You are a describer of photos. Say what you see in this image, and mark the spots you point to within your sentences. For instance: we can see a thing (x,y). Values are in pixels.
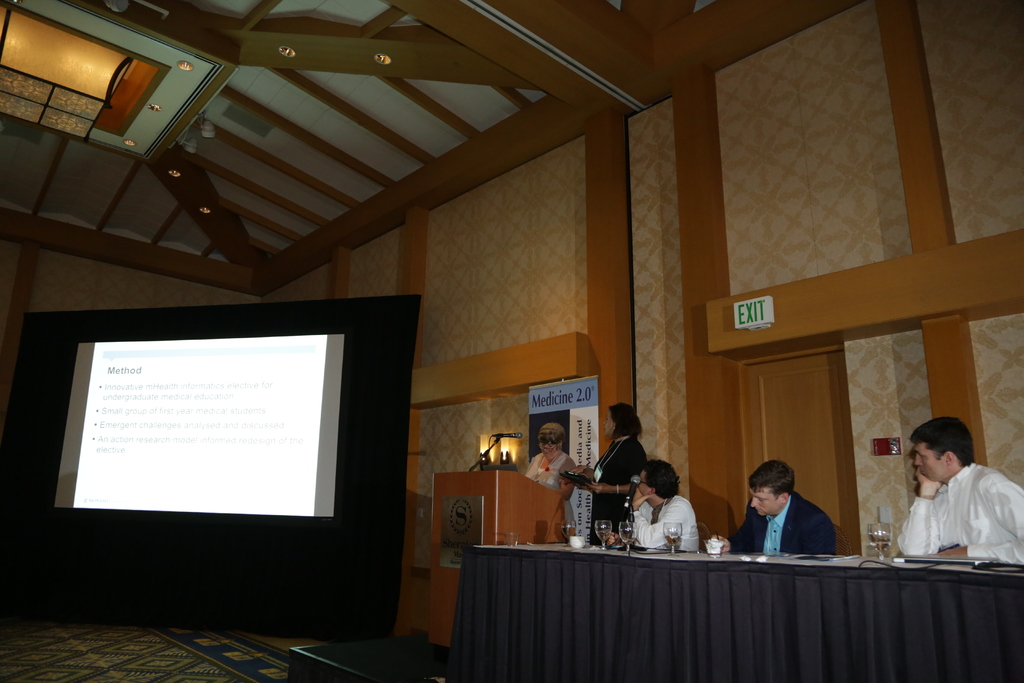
This is an inside view of a room (463,537). On the right side (780,543) three men (754,536) are sitting on the chairs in front of the table (643,618) which is covered with a cloth (732,633). On the table (547,577) there are few glasses (672,540). Beside two women (571,463) are standing in front of the podium (477,482). On the left side (225,481) there is a screen (239,456) on which I can see some text (221,441). In the background (803,204) there is a wall (803,204).
